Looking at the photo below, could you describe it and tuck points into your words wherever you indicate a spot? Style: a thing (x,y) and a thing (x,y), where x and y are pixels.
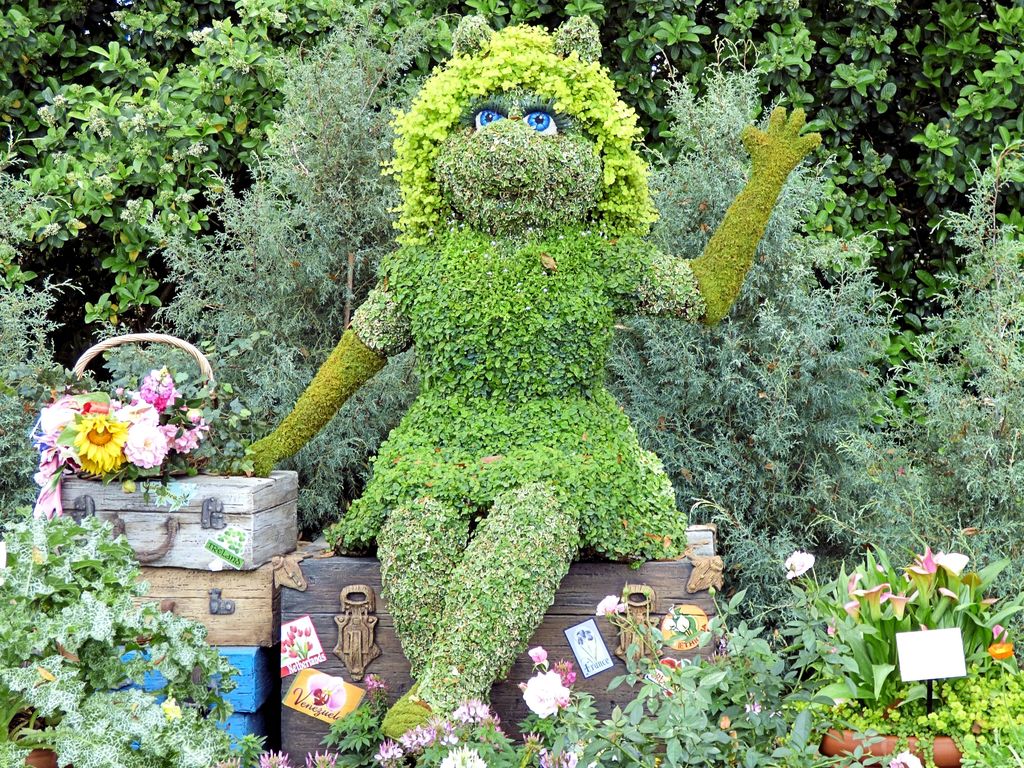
This picture is clicked outside. In the foreground (694,644) we can see the wooden boxes (263,635) and some objects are placed on the ground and we can see the flowers (158,443), potted plant (845,702). In the center (488,334) we can see an object (477,384) seems to be the statue (449,369) which is made of green leaves (488,303). In the background (787,290) we can see the plant (787,290) and trees (866,54).
